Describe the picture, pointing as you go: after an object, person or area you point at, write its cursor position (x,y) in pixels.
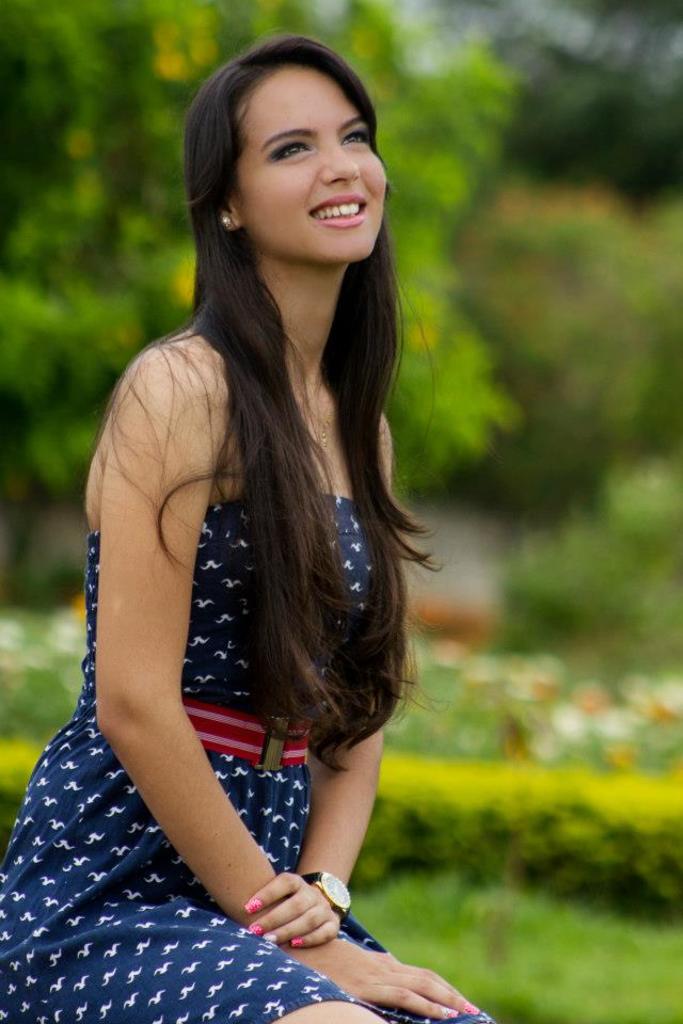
In this image we can see a woman (266,671) sitting and smiling. In the background (461,139) there are trees (402,143), flowers (485,716), ground (519,947) and bushes (589,804).
